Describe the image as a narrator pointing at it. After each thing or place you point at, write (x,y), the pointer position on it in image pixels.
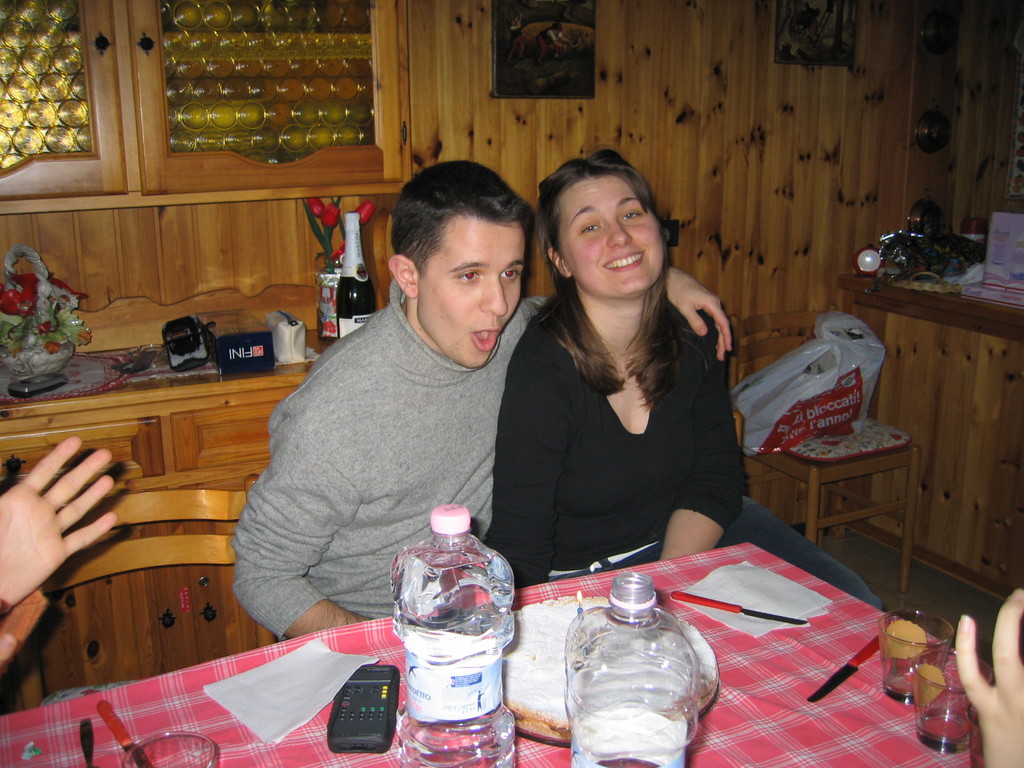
In this picture we can see two persons (489,482) sitting on the chair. This is the table (331,700), on the table (289,763) there are bottles (653,621), knife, and glasses (919,720). On the background (243,248) there is a cupboard (230,252). And this is the floor (919,568) and there is a frame (572,80) on the wall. Here there is a cover (844,385) on the table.
